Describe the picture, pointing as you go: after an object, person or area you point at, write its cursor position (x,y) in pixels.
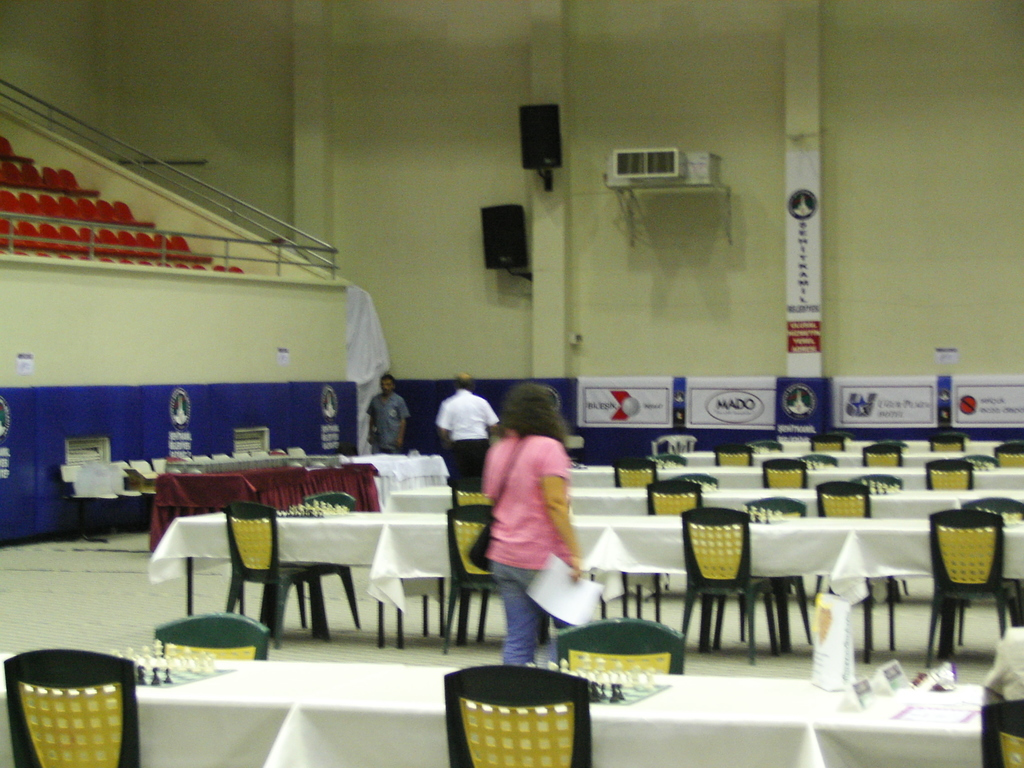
This image is clicked in an auditorium (353,179). There are many tables (395,666) and chairs (513,726). On the table (328,708) there are chess boards (162,681) and name boards (877,682). There are three people (534,562) walking. To the wall (554,251) there are speakers (501,229), banners (609,400) and air conditioner (646,159). To the left corner (27,172) there are seats (23,198).
